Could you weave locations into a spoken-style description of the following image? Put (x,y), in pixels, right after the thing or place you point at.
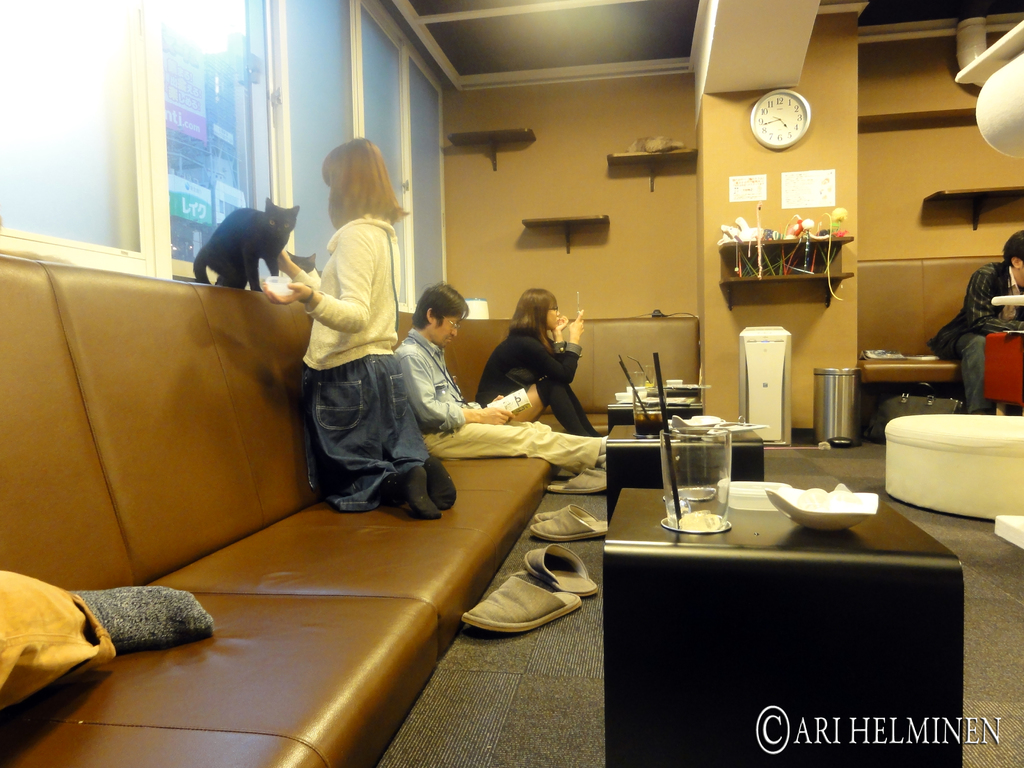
There is a sofa (201,558) and on the sofa (275,366) one girl (335,357) is sitting and one cat (283,239) is also there. And one other person (442,402) is sitting on sofa (466,357) and reading a book (521,405). And another girl (528,363) is sitting on sofa (474,381) and holding the mobile (578,306) and looking it. Also there are tables (626,502) and on the tables (767,574) there are glasses (707,506) and plates (804,502). In the wall (822,210) there is a clock (777,136) and also small cupboards (800,248) are there. There are many items (798,232) kept on the cupboards (817,245) on the wall (785,271). There is a dustbin (824,406) on the corner.
